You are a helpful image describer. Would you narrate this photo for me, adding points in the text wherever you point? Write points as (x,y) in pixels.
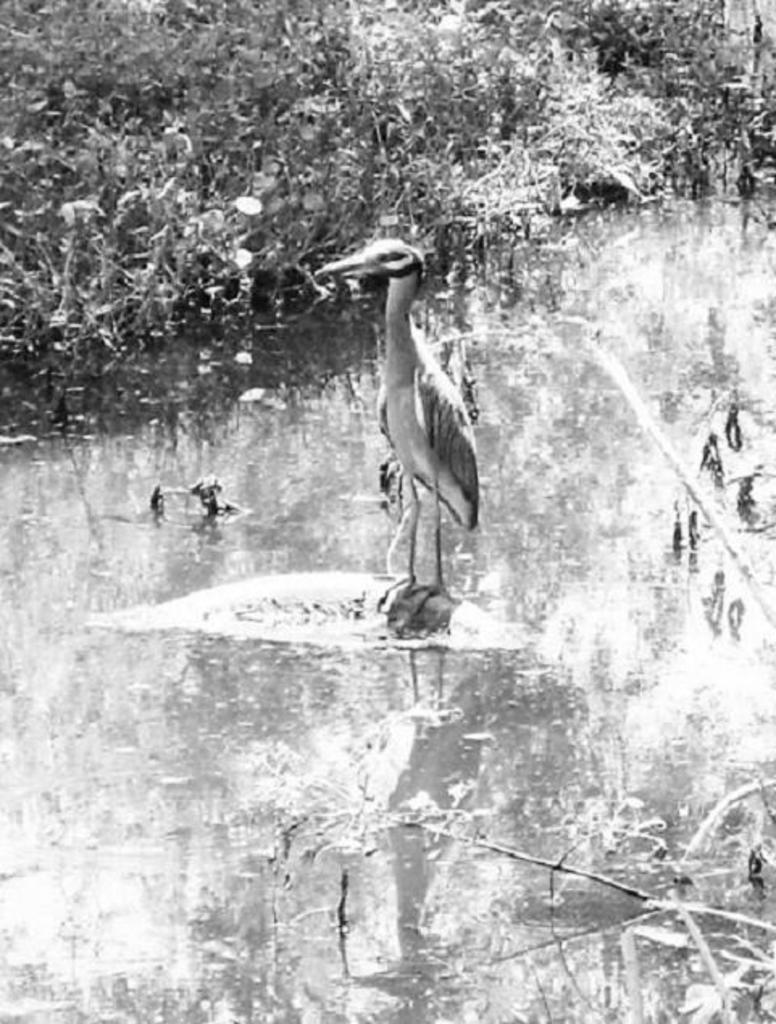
In this picture I can observe a crane (411,454) in the middle of the picture (411,454). There is some water (183,527). In the background (244,143) there are some plants (221,143). This is a black and white image.
